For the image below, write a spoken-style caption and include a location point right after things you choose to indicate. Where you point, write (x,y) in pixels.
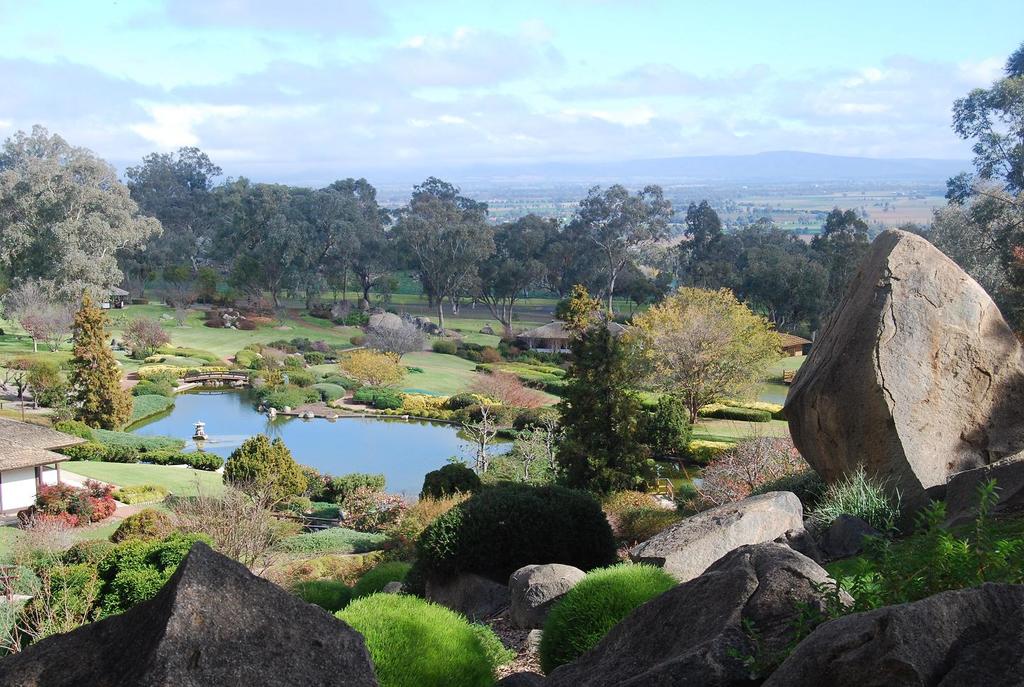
In this picture we can see rocks (773,513) and grass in the front (978,492), there is water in the middle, we can see some plants (754,456), grass (330,335) and trees (362,262) in the background (732,330), there is the sky (409,93) at the top of the picture (554,67).
